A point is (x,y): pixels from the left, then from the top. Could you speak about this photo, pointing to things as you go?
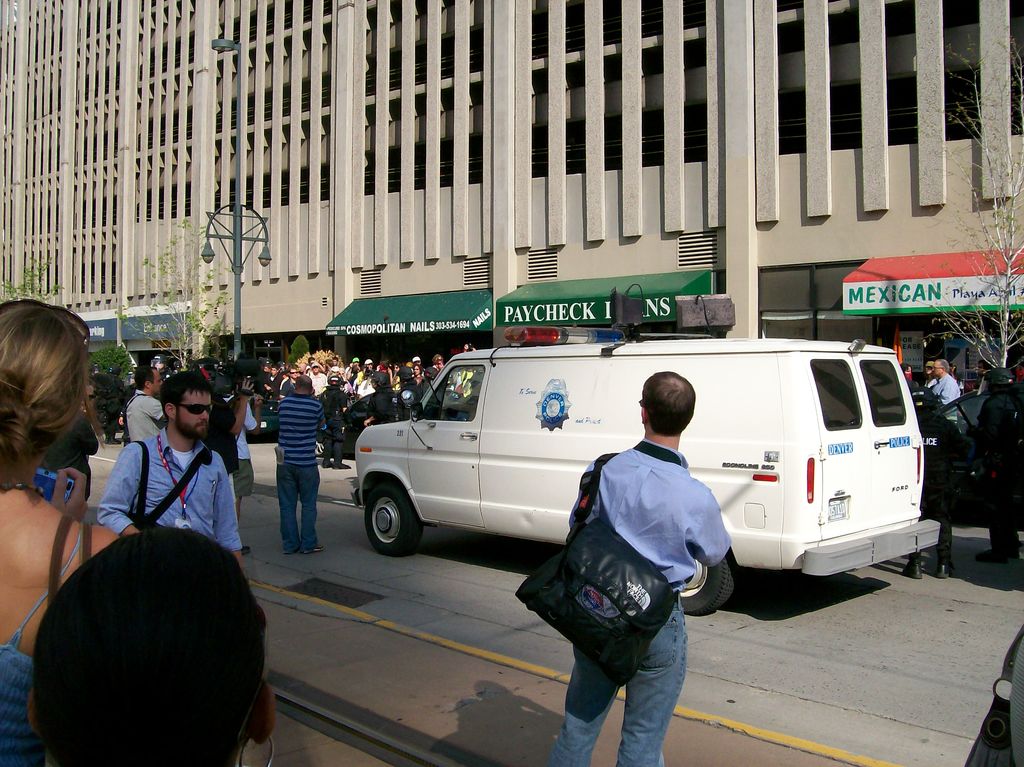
This picture is clicked outside. On the left (65,517) we can see the two people (67,502) holding some objects (42,482) and seems to be standing on the ground (264,533). In the foreground (189,484) we can see the two people (172,459) wearing sling bags (611,587) and standing on the ground (624,699). In the center (415,460) there is a vehicle (571,350) parked on the ground (378,561) and we can see the group of people (353,386) seems to be standing on the ground (340,509) and we can see a lamp post (235,280), trees (212,329), building (405,139) and the text (574,310) on the building (330,215) and we can see some other objects (554,336).
